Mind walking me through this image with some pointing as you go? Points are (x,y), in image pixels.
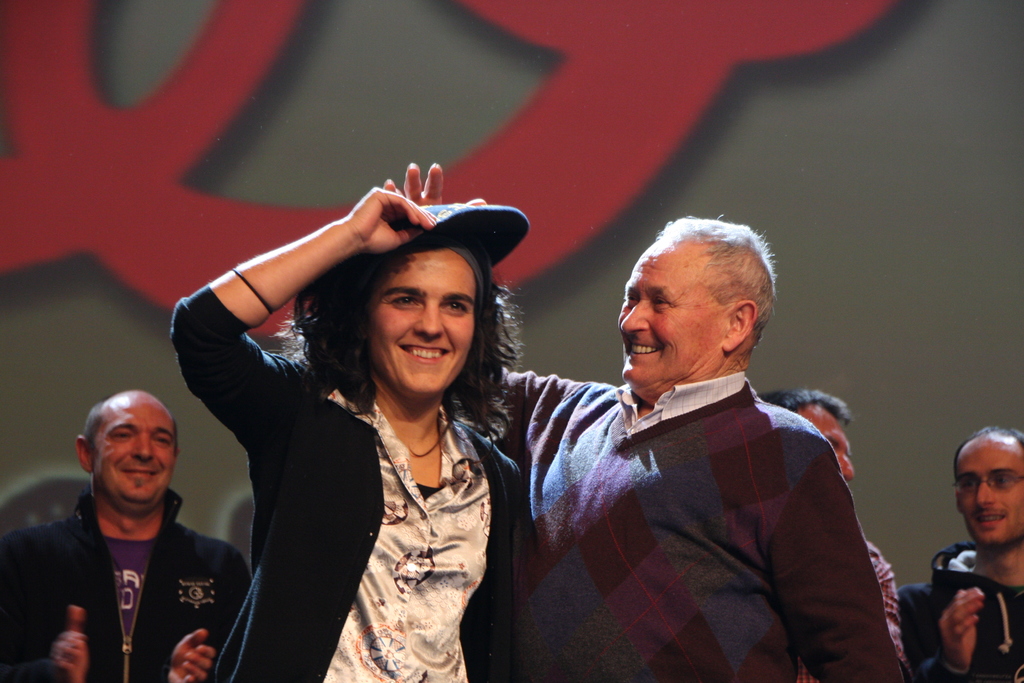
In this image we can see few persons (512,595) are standing and there is an object (442,228) on a person head (357,264). In the background (240,244) there is an object (64,227).
